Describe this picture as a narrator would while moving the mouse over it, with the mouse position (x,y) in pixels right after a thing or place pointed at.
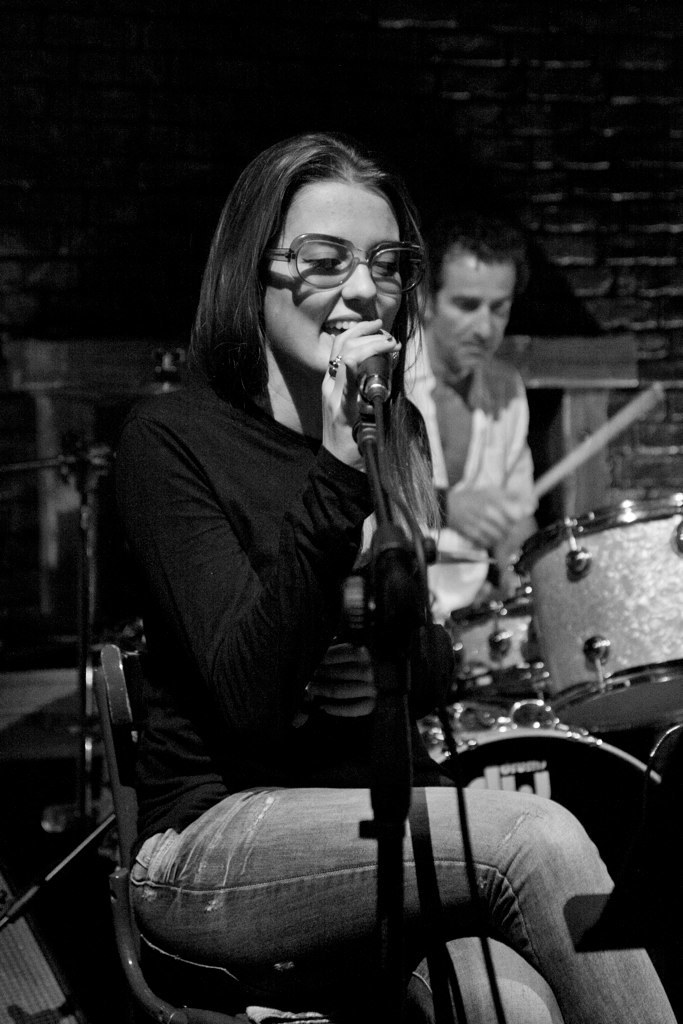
It is a black and white image. In this image in front (202,787) there is a person (331,795) sitting on the chair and she is holding the mike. Behind her there is another person (504,501) playing musical instruments (559,616). In the background of the image (398,118) there is a wall (605,174).
